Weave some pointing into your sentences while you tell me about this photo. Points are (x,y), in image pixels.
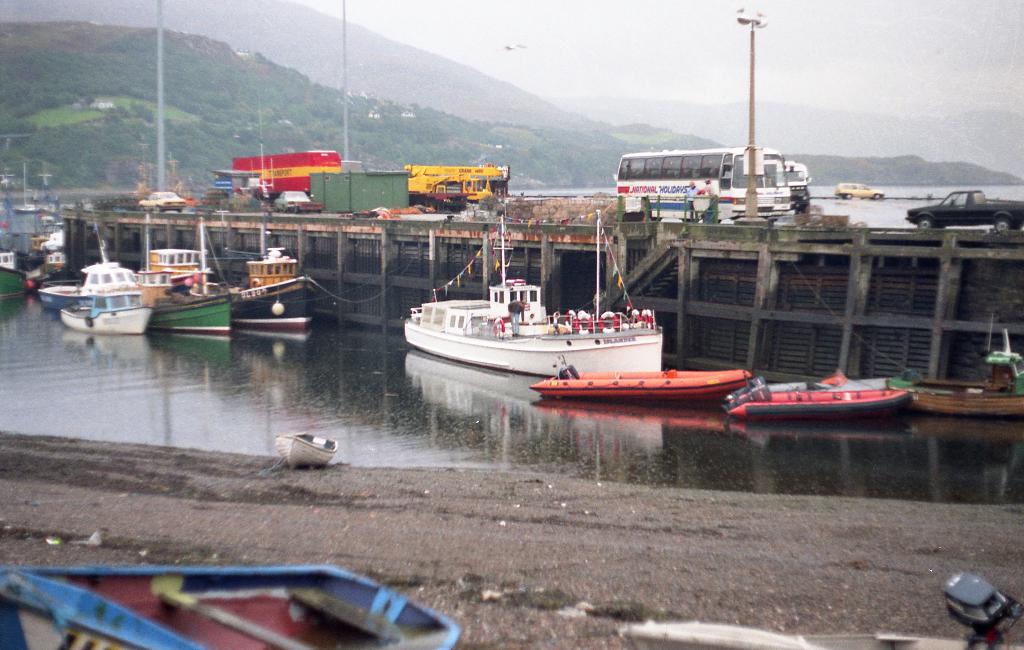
In this picture we can see water (354,367), there are some boats (143,302) in the water (374,365), on the right side (698,256) there is a bridge (571,252), we can see some vehicles (755,206) on the bridge (506,222), in the background (507,155) there are some poles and trees (189,65), we can see soil (528,572) at the bottom (528,614).
